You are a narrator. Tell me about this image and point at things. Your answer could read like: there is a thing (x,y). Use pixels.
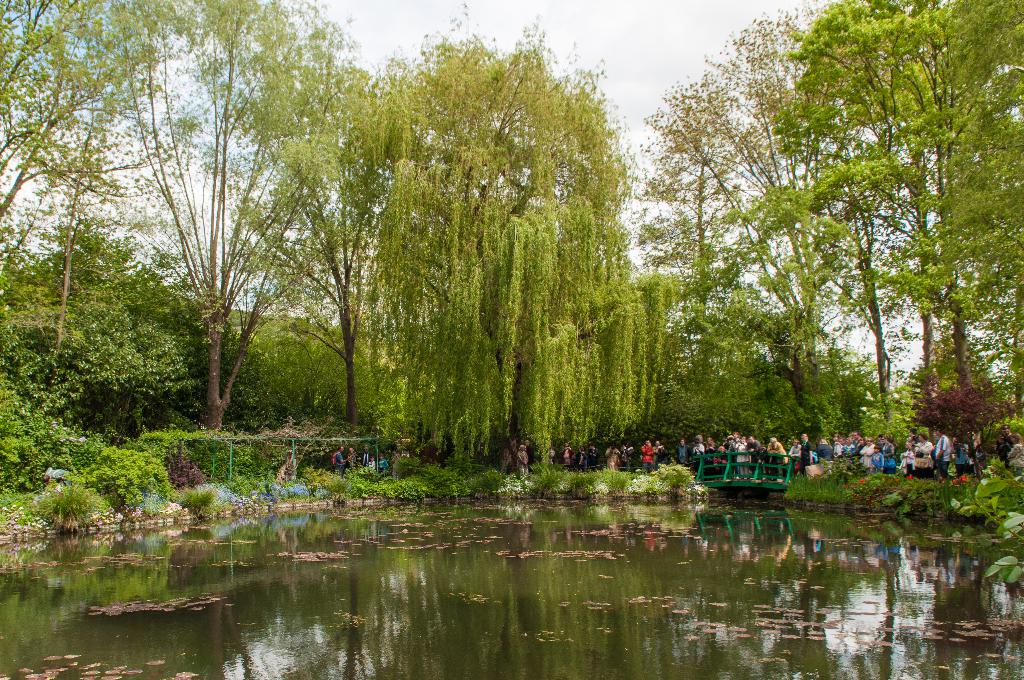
In this picture we can see small water pond (337,614) in the front (386,642). Behind there are people (725,449) standing and looking into the water (720,506). In the background (466,209) we can see some huge trees (699,182).
